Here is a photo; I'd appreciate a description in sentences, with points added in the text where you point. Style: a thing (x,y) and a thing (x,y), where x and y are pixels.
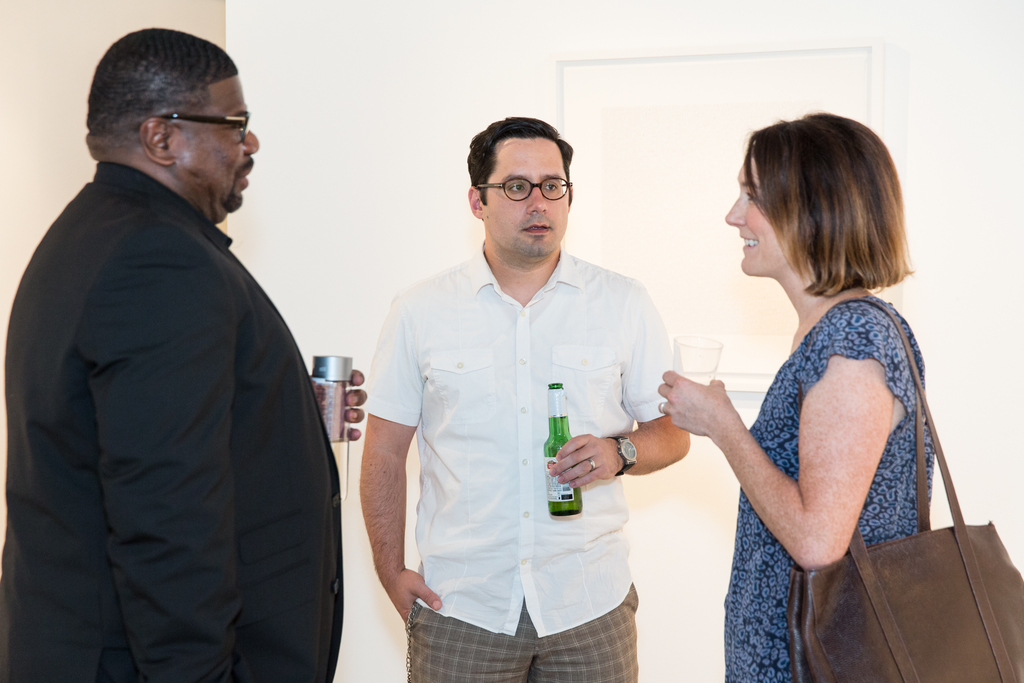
In this image there are two men (420,362) and a woman (761,434), men (628,431) are holding drinks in their hand (594,439) and women (667,413) is holding a glass (705,358) in her hand (715,409), in the background (343,65) there is a wall (916,79) to that wall (484,21) there is a frame (820,85).
